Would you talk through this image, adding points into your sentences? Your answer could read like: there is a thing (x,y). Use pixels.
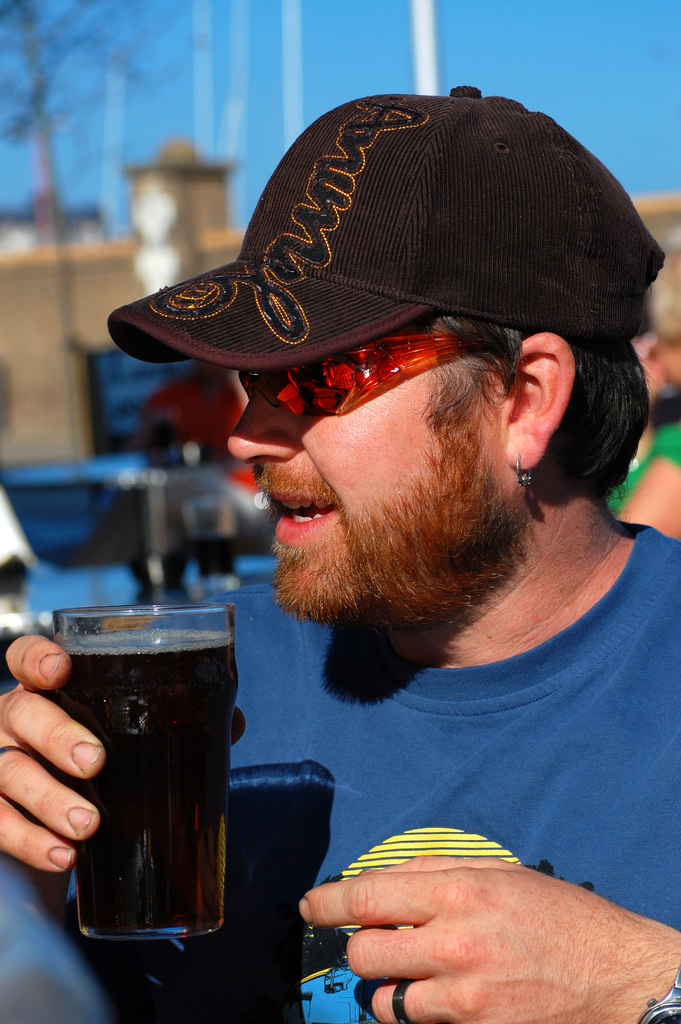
Here in this picture we can see a person (298,610) present and we can see he is holding a glass of cool drink (106,719) in his hand (239,711) and wearing goggles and cap (325,163) on him over there.
